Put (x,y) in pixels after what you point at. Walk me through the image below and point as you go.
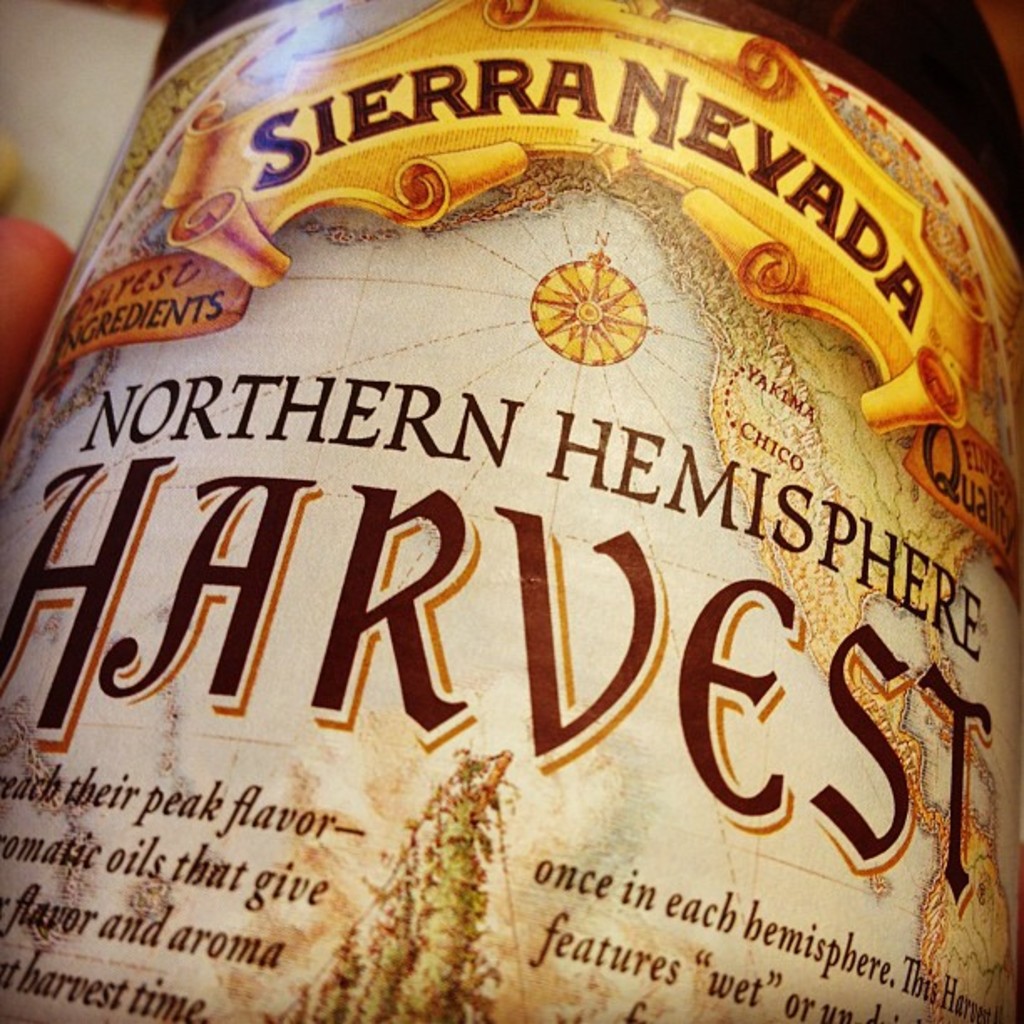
In this image in the center (564,438) there is a bottle (534,426) with some text (452,526) written on it.
